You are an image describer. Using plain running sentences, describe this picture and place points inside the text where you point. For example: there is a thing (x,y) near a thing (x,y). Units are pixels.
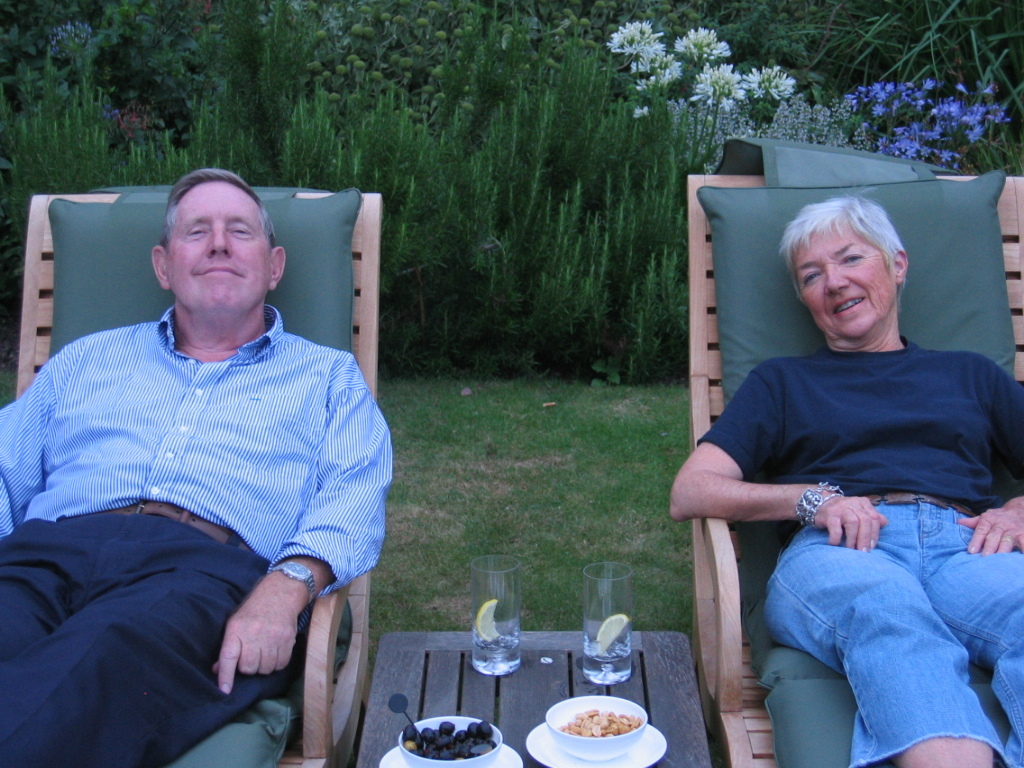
In this image there are two persons (183,468), on the left side (213,375) there is one man (186,408) who is sitting and smiling and he is wearing a blue shirt (212,423) and also he is wearing one watch (295,578). On the right side of the image (936,477) there is one woman (907,528) who is sitting and smiling. And between them there is one table (664,689) and on that table (566,651) there are two glasses (615,651) that are filled with water (596,651) and two lemon slices (489,632) and on the bottom of the image (561,732) there are two bowls (606,708) and two plates (661,739) and some food (454,739) in it. On the top of the image (387,81) there are some plants (353,125) and some flowers (695,100) and in the middle of the image (552,447) there is some grass (544,462).
